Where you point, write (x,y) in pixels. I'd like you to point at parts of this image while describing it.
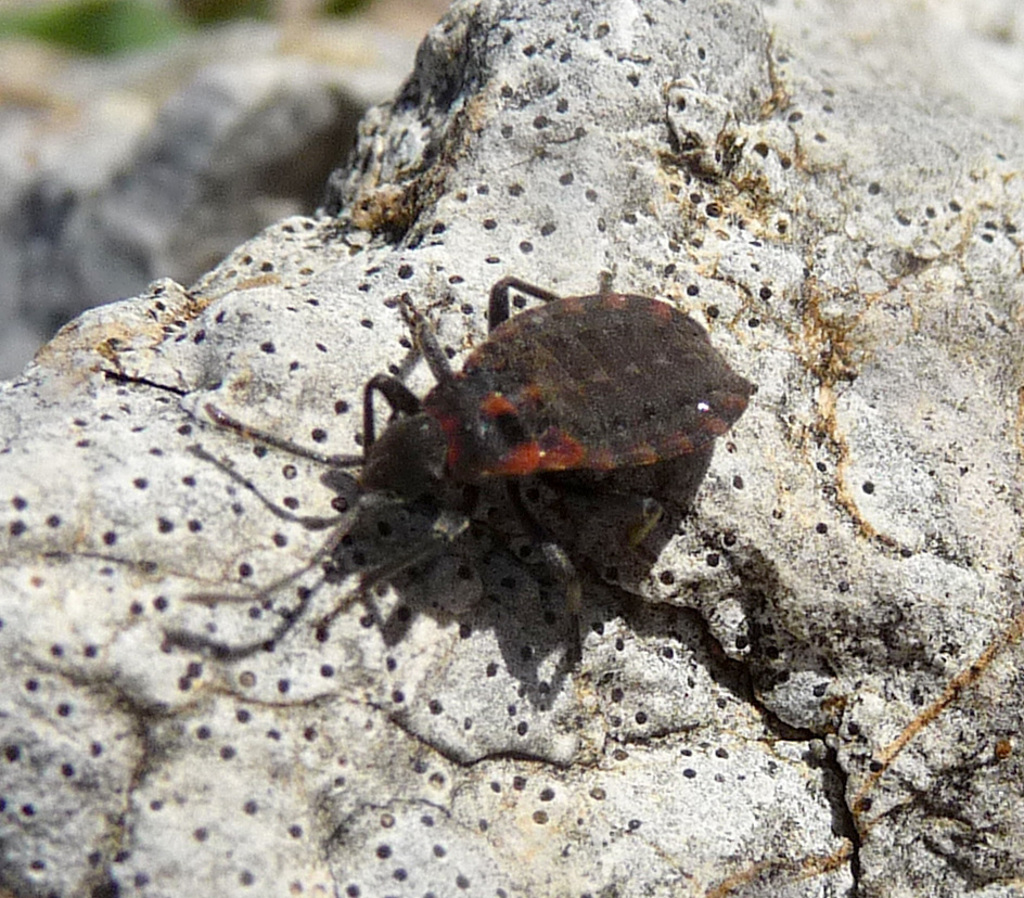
In the center of the image (549,440) we can see a bug (498,426) on the rock (451,640).
